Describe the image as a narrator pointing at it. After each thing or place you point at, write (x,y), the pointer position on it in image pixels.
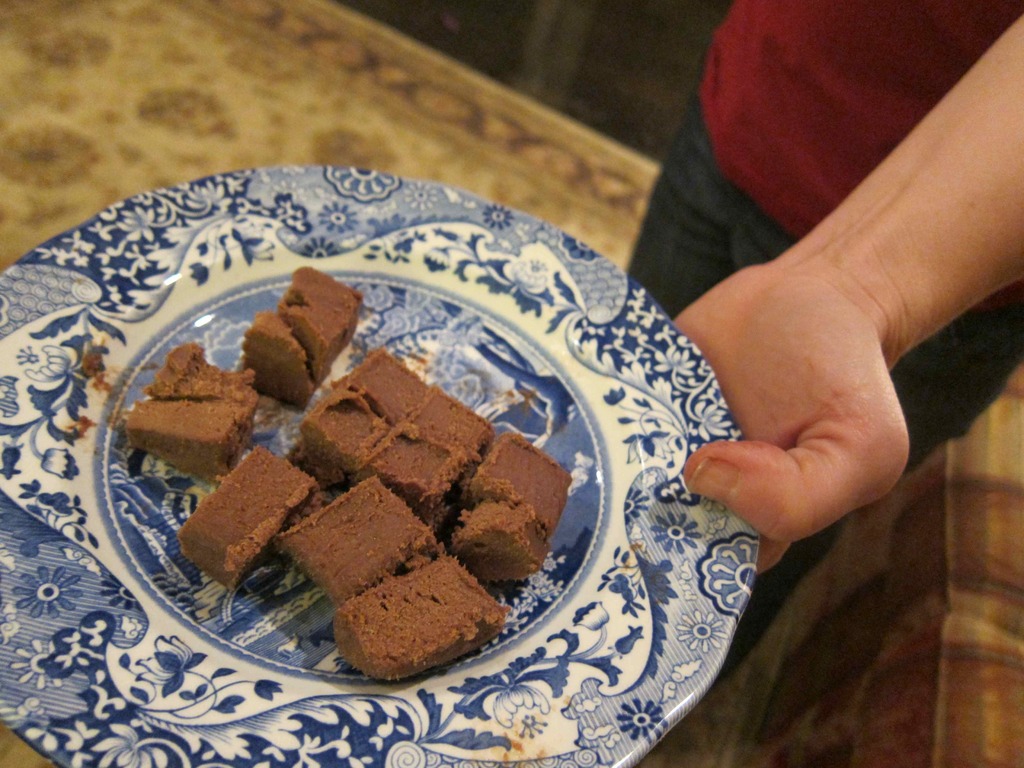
In this image we can see a person (772,300) wearing a red t shirt (792,155) is holding a plate (494,377) in his hand (834,395) containing food (255,538) is standing on the floor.
